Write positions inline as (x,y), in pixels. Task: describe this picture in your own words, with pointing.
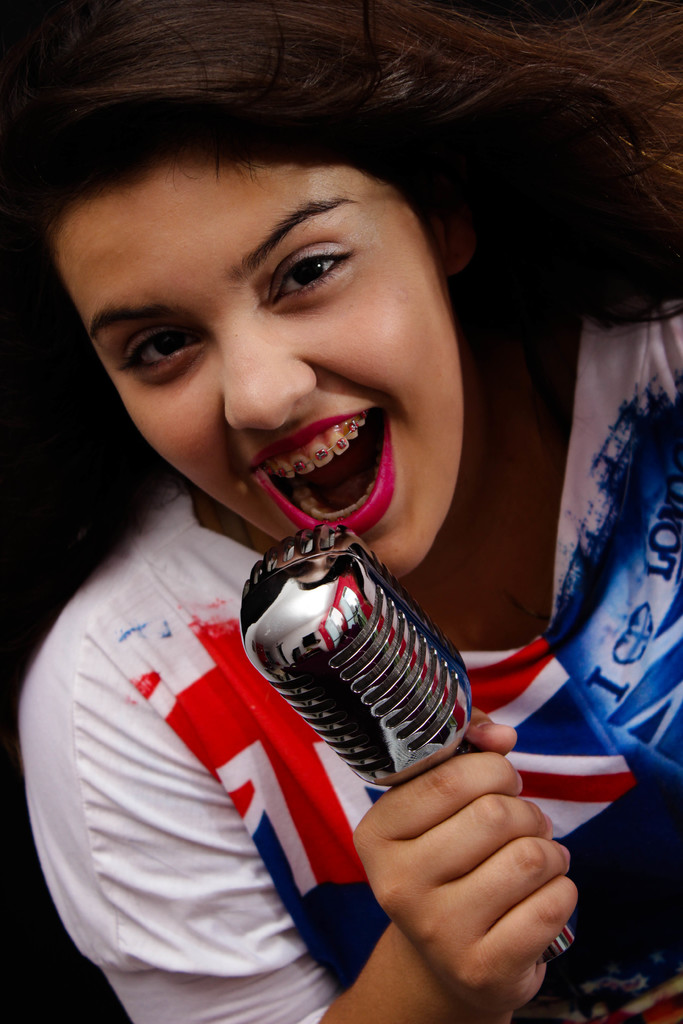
Here we can see a woman (84,760) holding a microphone (364,747) and she is probably singing and this we can say by seeing her mouth (332,485).
